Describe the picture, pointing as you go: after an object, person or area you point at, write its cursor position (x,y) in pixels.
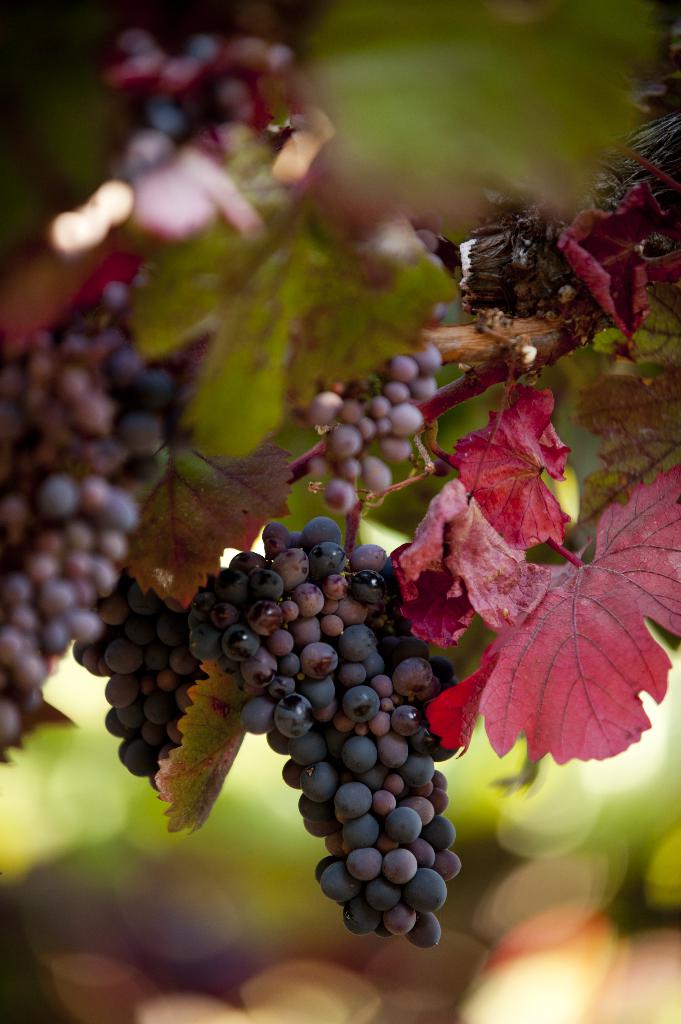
The picture consists of branches (286,629) of grapes (348,608) and leaves (481,475). The background (584,946) is blurred.
